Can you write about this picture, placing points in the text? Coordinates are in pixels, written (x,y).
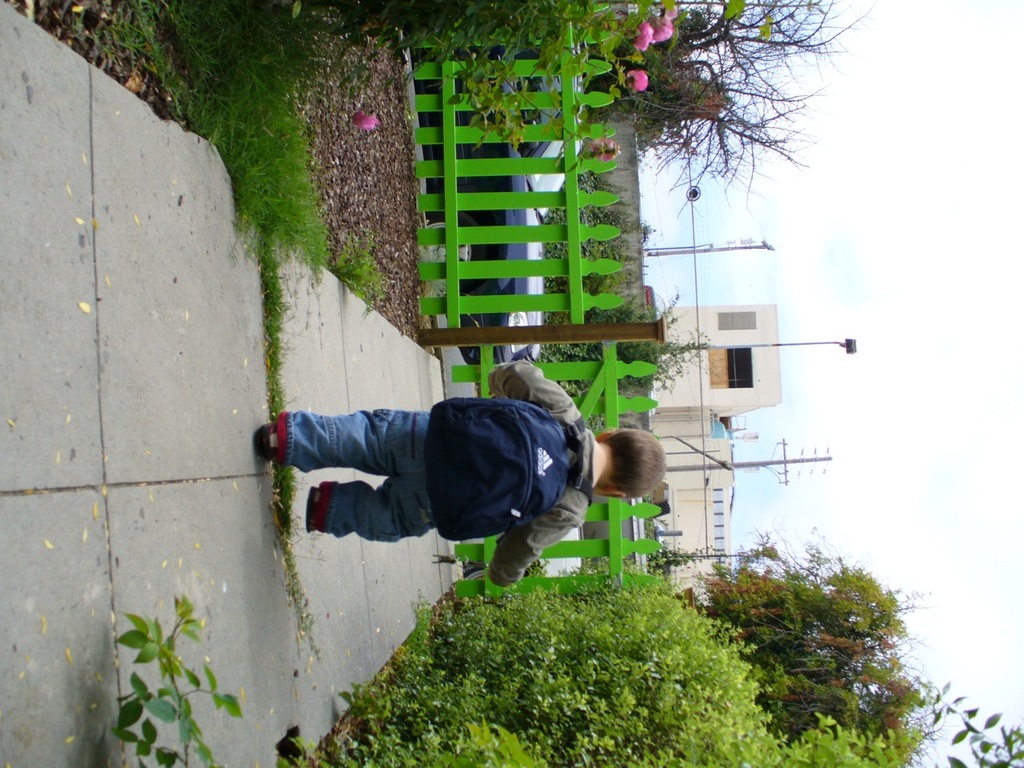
In the picture we can see a path (264,332) with tiles (240,485) and a boy (266,445) walking on it wearing a bag (440,453) which is blue in color and besides the path (240,459) we can see plants (515,701) and some part is with mud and in front of a boy (527,387) we can see a railing (418,162) and a gate (639,509) which is green in color and in the background (715,392) we can see some poles (776,342) with lights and a building (766,313).
